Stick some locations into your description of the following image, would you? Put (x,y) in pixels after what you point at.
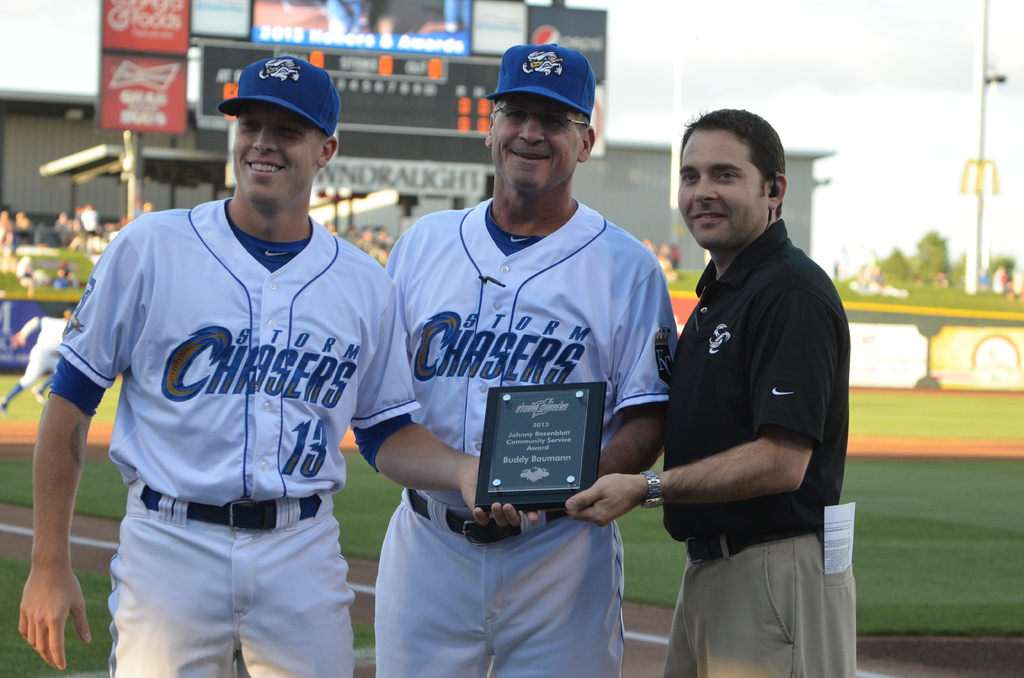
In this image we can see three persons (257,252) standing and holding an object (586,398). Behind the persons (351,252) we can see a group of persons (153,207), hoarding (366,171) and a building (146,177). On the right side of the image (955,312) we can see a pillar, wall (963,340) and grass (923,535). At the top (881,35) we can see the sky (687,6).
